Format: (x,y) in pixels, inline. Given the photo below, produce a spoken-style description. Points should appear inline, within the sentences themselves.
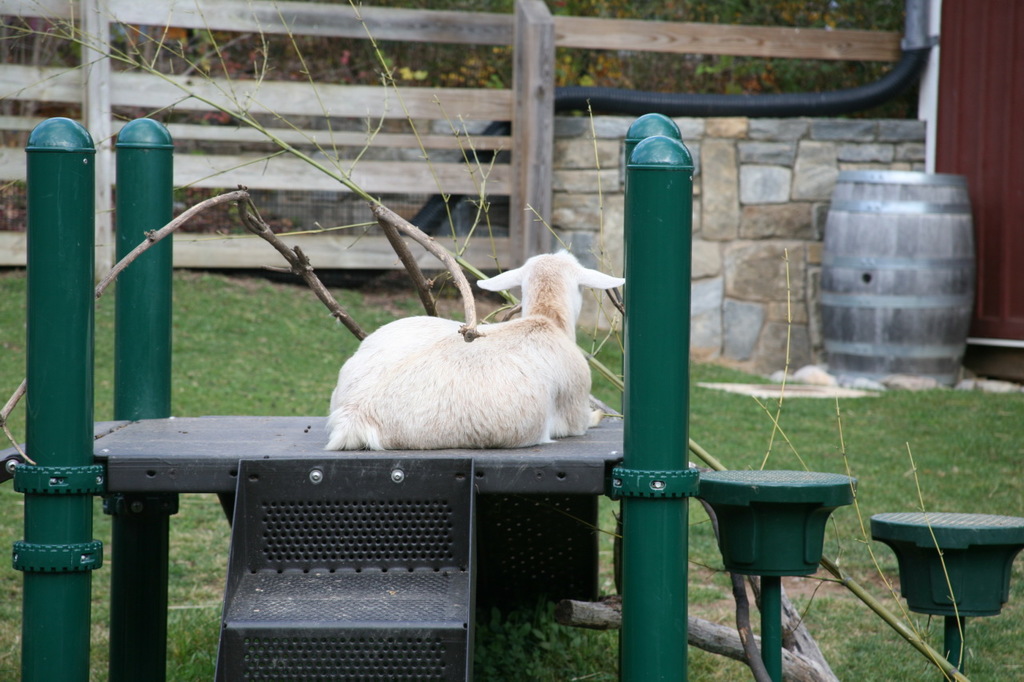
In this picture there is a goat (529,308) who is sitting on the table (522,468), beside that we can see the stairs (433,515). In the background (730,258) we can see wooden fencing (301,166) and brick wall (776,125). On the right (887,224) there is a wooden barrel (903,292) near to the door (1021,319). In front of the door (985,321) we can see green grass (910,443). At the top (849,6) we can see many trees (687,72).
